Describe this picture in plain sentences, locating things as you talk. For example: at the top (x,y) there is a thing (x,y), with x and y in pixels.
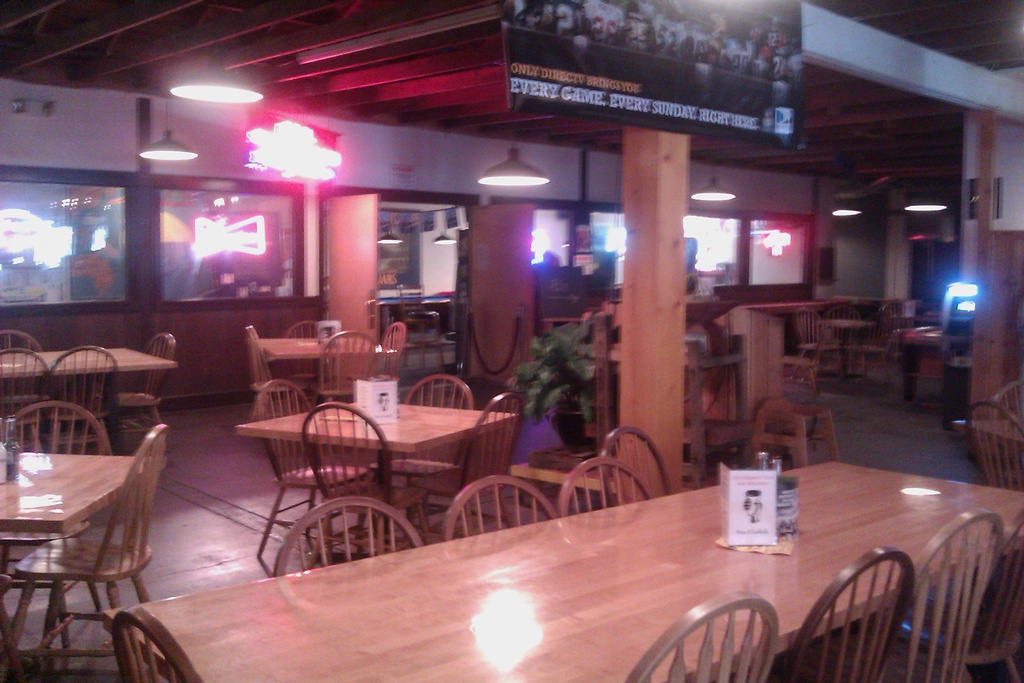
This is a image of the restaurant (643,523) on which we can see there is a table (597,679) with chairs (962,558) around, and a banner (645,0) hanging on the pole (662,448), also there are lights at the roof (938,98), on the left side (170,227) there is a glass wall (31,185).
